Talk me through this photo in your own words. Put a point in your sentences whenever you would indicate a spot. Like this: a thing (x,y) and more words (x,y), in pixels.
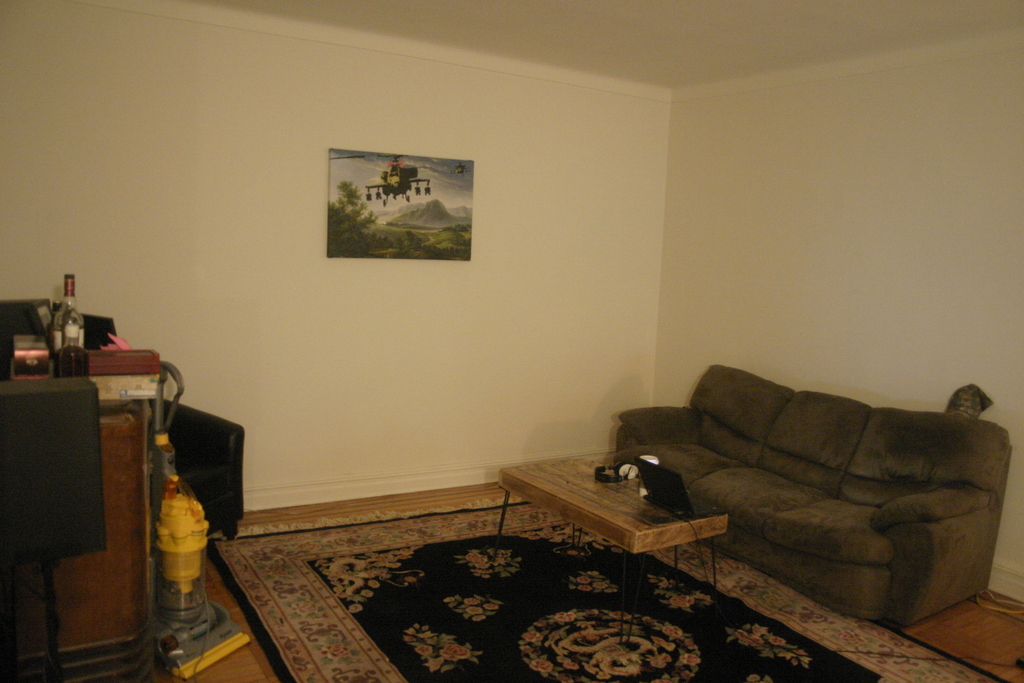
This is the picture of a room (458,281) where we have a sofa (819,469) and a table (588,495) to the right side (710,484) and a desk (147,414) on which some things (79,361) are placed to the left side (89,400) and there is a frame (351,194) to the wall (390,310) and rug (287,601) on the floor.
